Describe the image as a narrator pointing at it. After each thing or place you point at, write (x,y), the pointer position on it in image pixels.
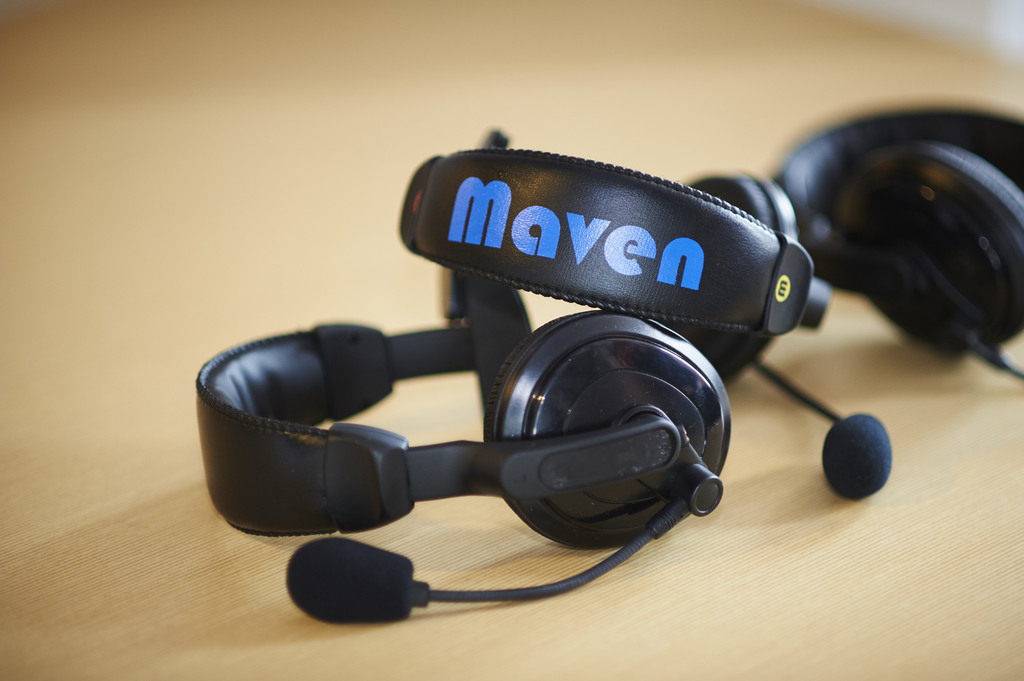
In this image we can see some headsets (491,410) on the table (448,421).
